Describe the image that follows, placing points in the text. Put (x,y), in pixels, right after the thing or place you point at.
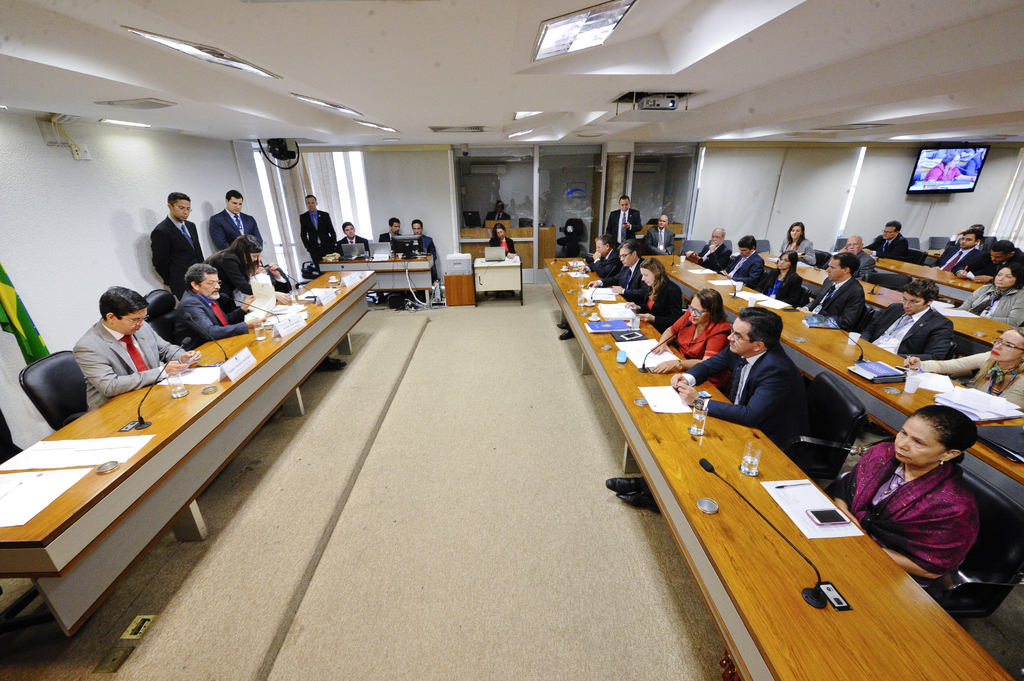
In the middle (502,246) there is a woman (506,242) she is staring at laptop (503,256). I think this image is clicked in meeting. On the left (99,374) there is a man (131,336) he wear suit (118,373) and tie (144,358) he is sitting on the chair (65,409). In the middle (662,434) there is a table (626,416) on the table (747,546) there is a glass (743,467), paper (789,503), mobile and mic stand (817,596). On the right (944,179) there is a television (937,190). At the top (659,99) there is a projector (671,109). In this image there are many people (603,245).
